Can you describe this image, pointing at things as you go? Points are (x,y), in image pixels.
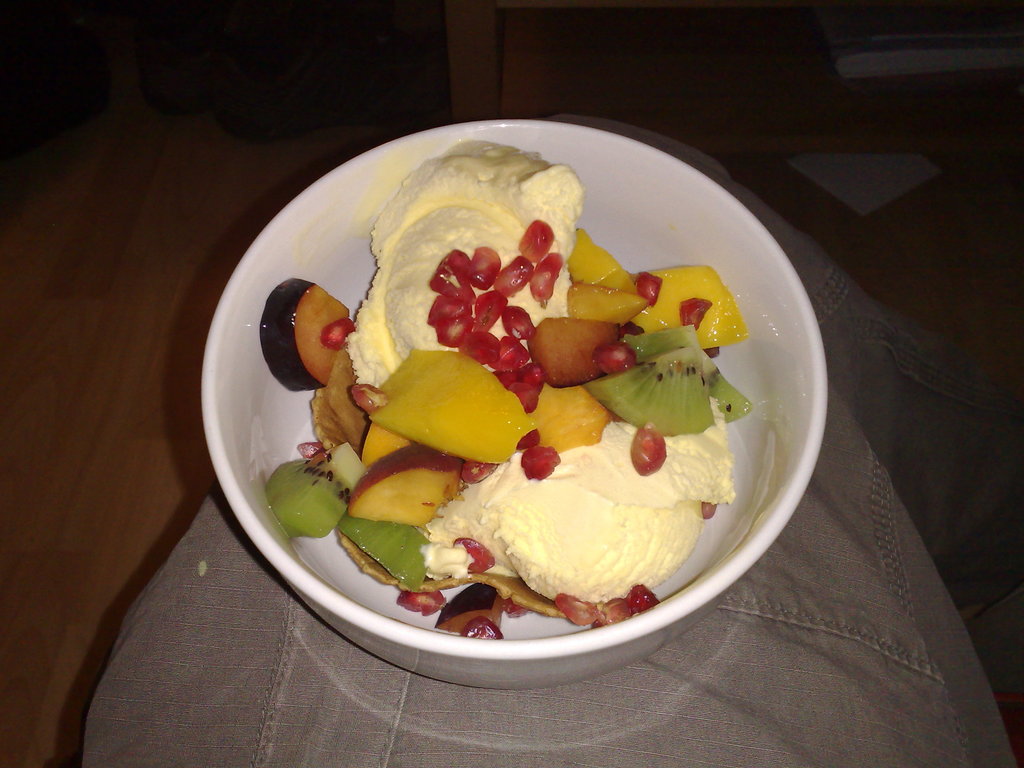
This image is taken indoors. In this image there is a bowl (346,307) on a lap (177,724) and there are a few fruit slices (670,360) and ice cream (641,514) in the bowl (724,513). At the bottom of the image (207,717) there is a leg (325,712) of a person (758,703) under the bowl (527,620).
